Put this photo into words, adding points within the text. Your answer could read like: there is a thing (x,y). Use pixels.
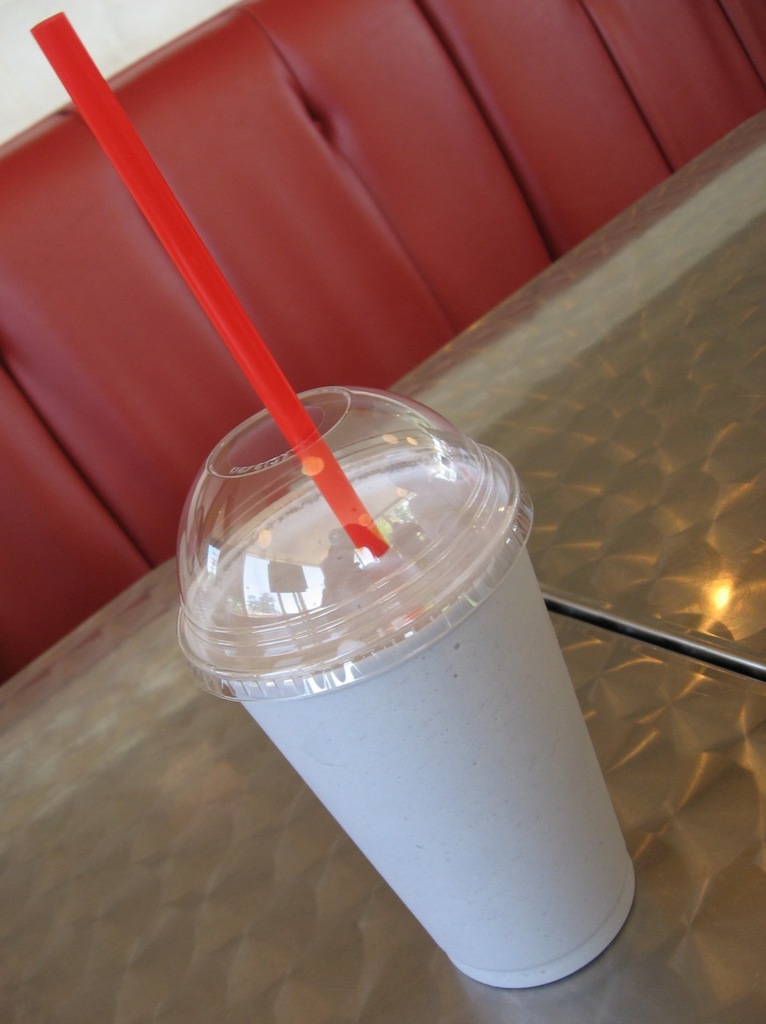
In this image we can see white color glass (445,569) and red color straw (270,357) is kept on the table (625,950). Behind red color sofa (382,181) is there.
